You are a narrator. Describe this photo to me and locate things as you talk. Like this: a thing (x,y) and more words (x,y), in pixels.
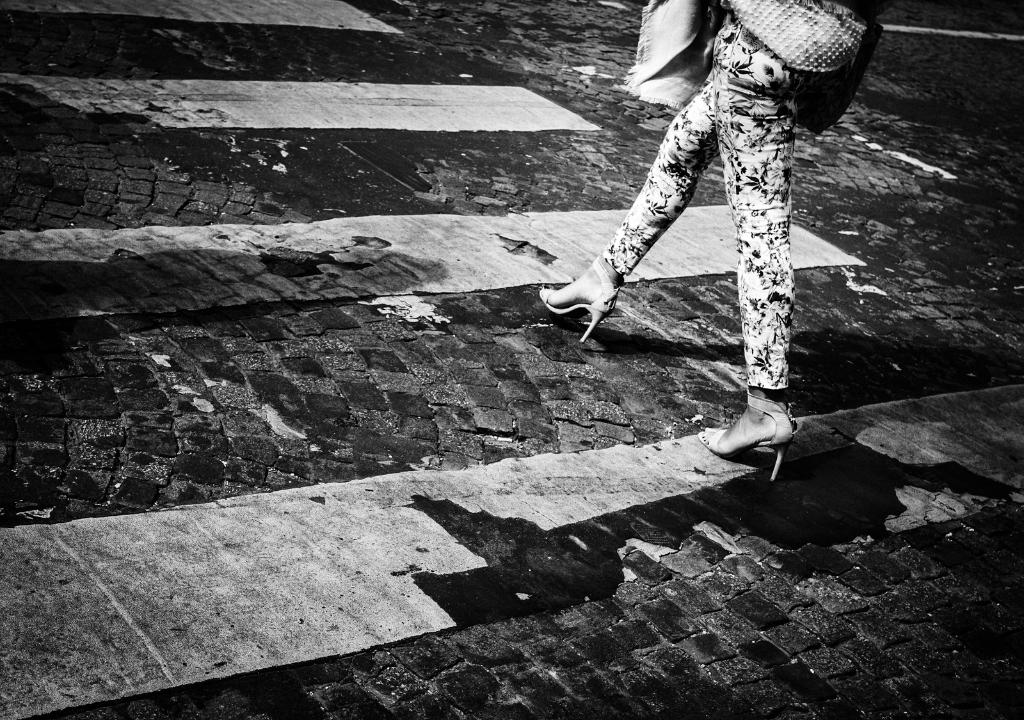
In this image, we can see a person (747,251) is walking on the road (489,474). Here we can see few lines (673,253).
